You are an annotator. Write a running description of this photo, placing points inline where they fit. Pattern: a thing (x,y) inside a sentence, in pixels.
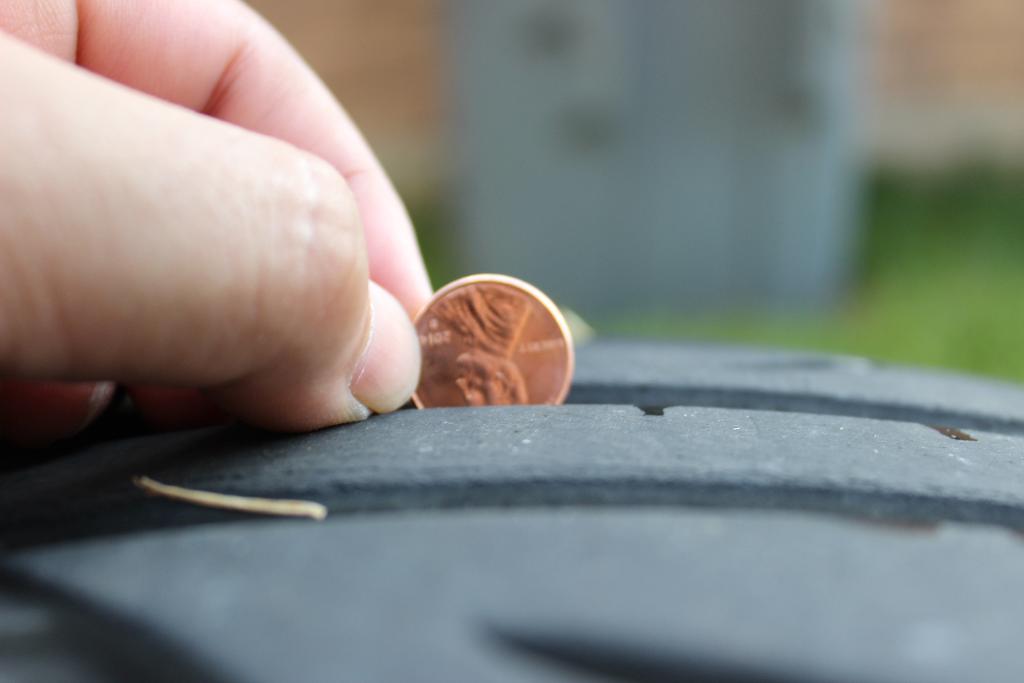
In this image there is a hand (395,253) holding a coin (428,378), at the bottom (12,484) there is a tire (698,387), in the background (481,42) it is blurred.
